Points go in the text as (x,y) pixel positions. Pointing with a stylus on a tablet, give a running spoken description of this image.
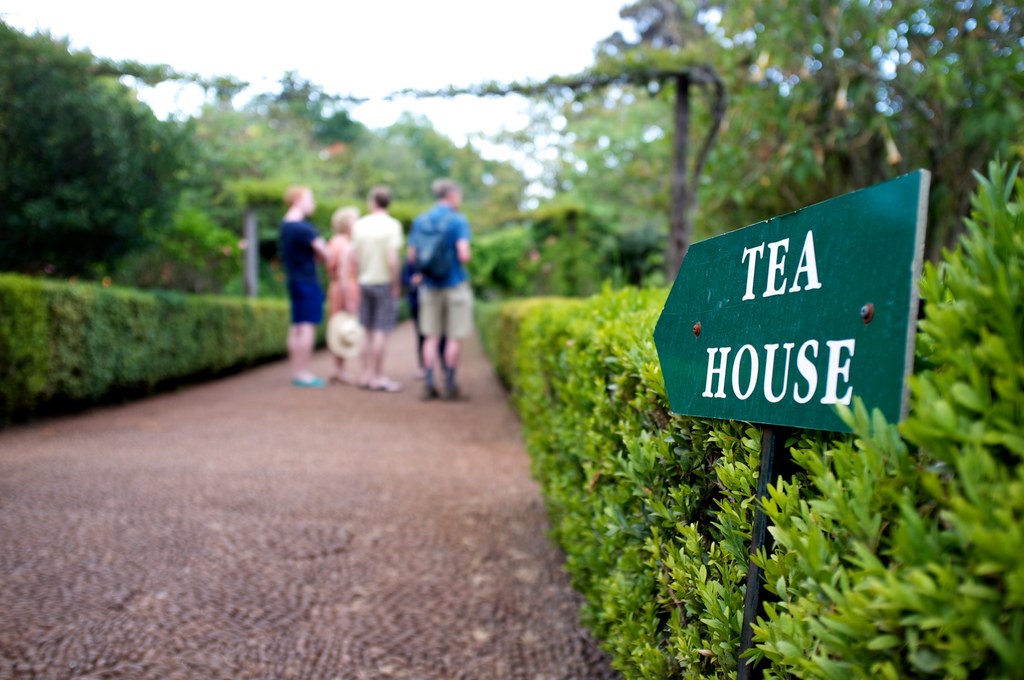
In the image we can see there are people (446,282) standing, they are wearing clothes (370,299) and some of them are wearing shoes (452,393). This is a hat (356,339), footpath (326,499), plant (35,355), tree (72,178) and a sky (325,22), this is a board (743,308) on which it is written tea house.
